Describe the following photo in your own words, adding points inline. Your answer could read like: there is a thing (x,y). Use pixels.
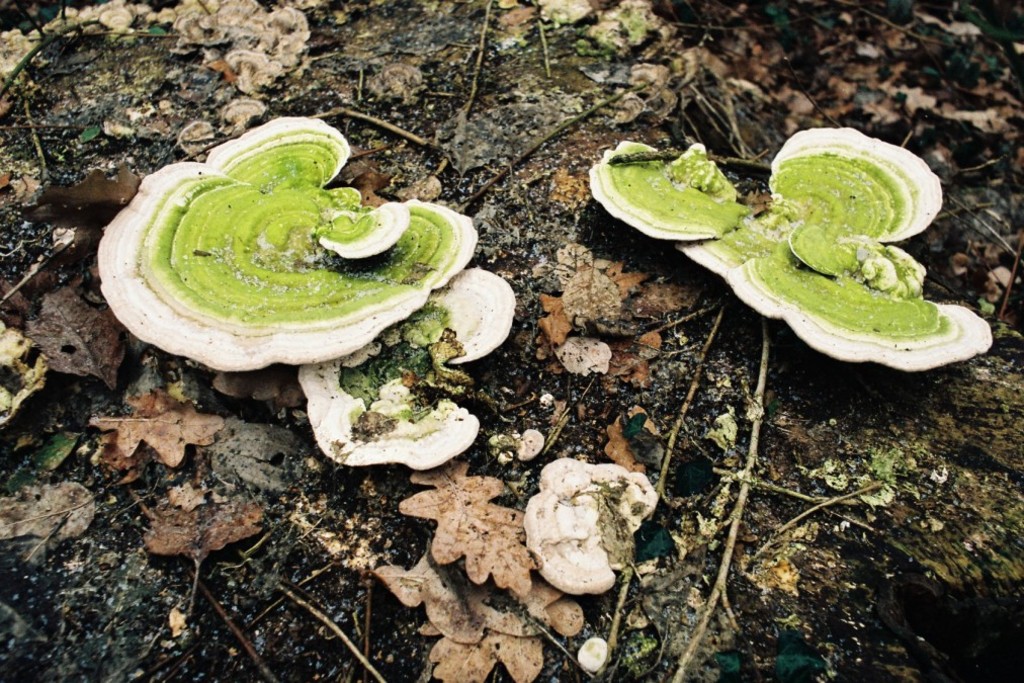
In this picture we can see dry leaves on the ground (530,273). At the bottom (360,655) we can see some sticks (706,620).
